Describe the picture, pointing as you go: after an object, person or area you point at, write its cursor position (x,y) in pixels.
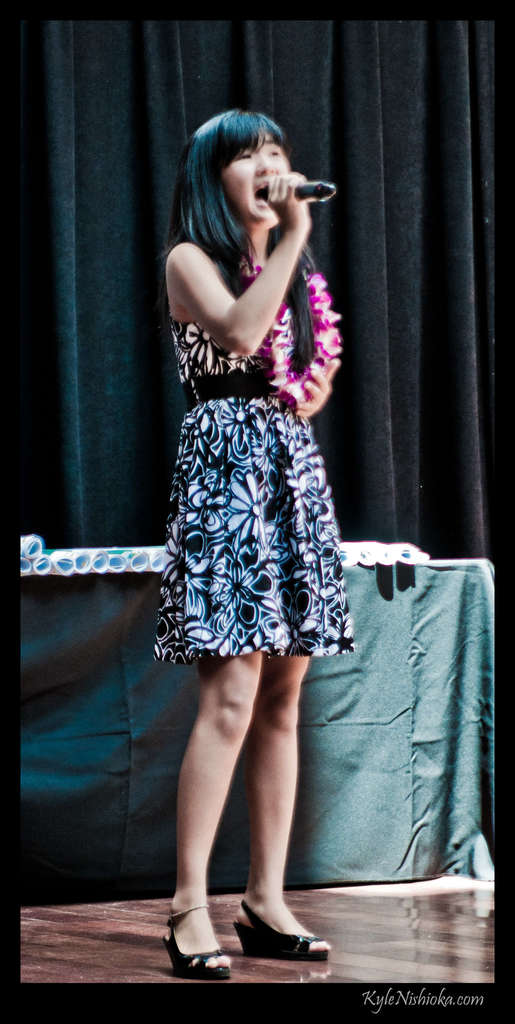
She is standing on a stage (265,965). She is holding a mic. She is singing a song. She is wearing a colorful dress (269,435). We can see in background (331,237) curtain (423,426) and table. There is a table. There is a papers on a table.
